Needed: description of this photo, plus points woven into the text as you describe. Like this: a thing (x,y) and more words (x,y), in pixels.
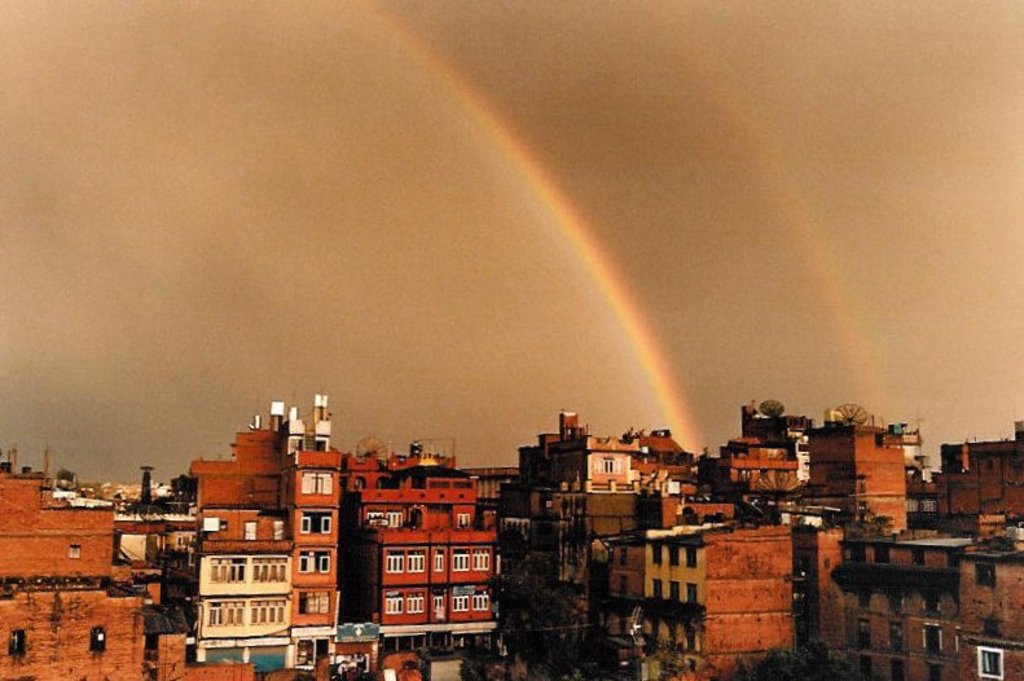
Here we can see buildings (768,645) and trees (793,654). To these buildings (664,546) there are glass windows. Background (630,283) we can see rainbows (688,435) in the sky (646,276).
